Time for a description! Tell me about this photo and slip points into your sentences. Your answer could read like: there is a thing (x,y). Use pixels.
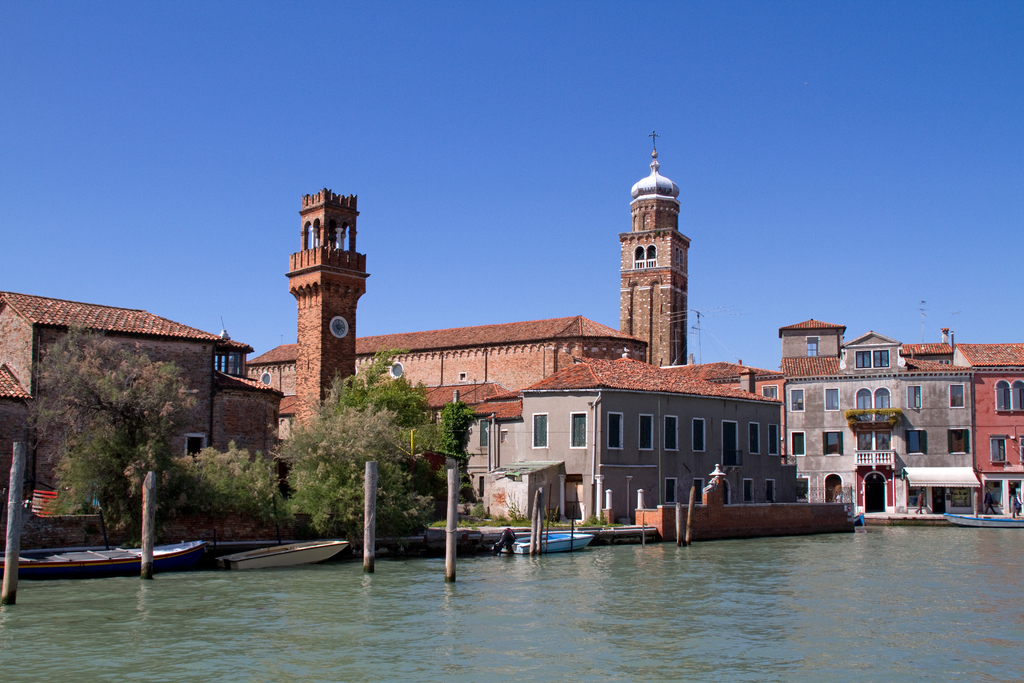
In this image I can see water (623,614) in the front (608,635) and on it I can see few boats (156,566). I can also see number of wooden poles (15,525) in the water (438,600). In the background (474,502) I can see few trees (56,511), number of buildings (511,409) and the sky (427,275).
